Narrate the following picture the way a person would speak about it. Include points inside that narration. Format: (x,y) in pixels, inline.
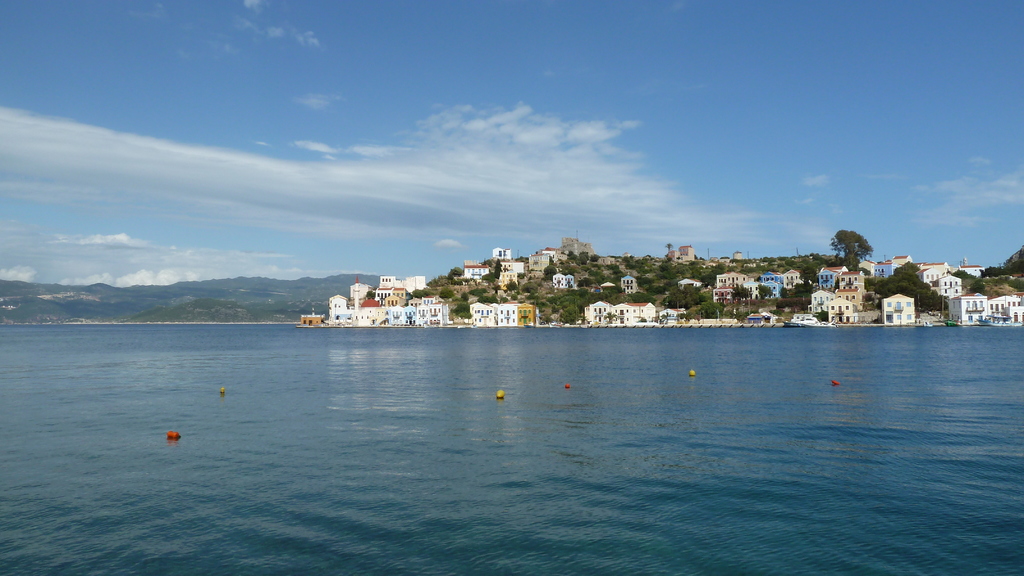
In this image, in the middle (526,288) there are buildings (635,313), trees (703,312), hills (90,313), water (448,482), some objects (171,436), sky (824,101) and clouds (546,126).
